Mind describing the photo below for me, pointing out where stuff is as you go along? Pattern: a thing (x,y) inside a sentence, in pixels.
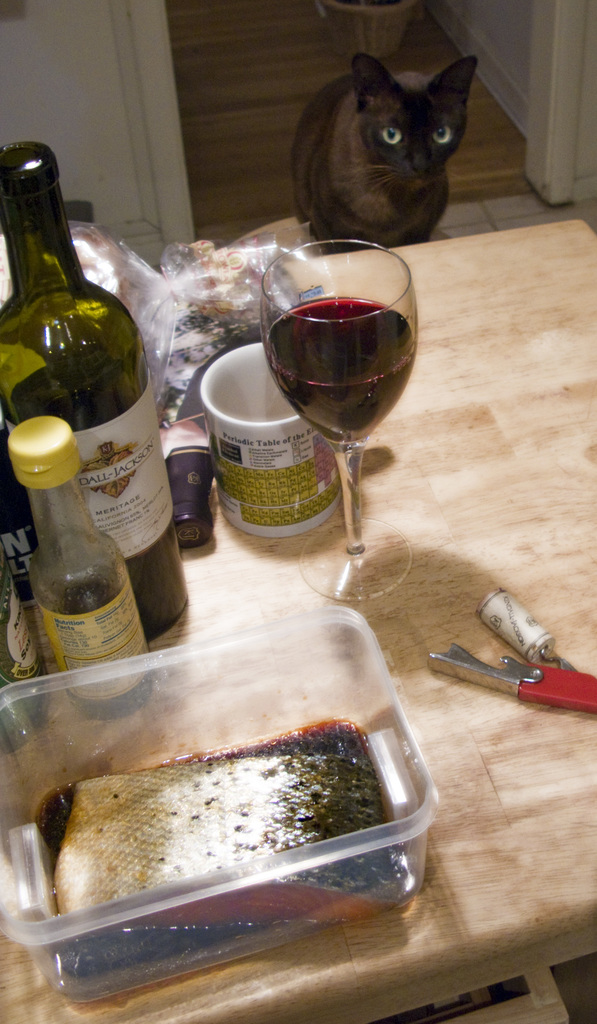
In the image we see there is a table (482,329) on which there is a red wine glass (348,444) and a bottle (137,479) and plastic packet (215,309) and on the ground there is a cat (420,188).
